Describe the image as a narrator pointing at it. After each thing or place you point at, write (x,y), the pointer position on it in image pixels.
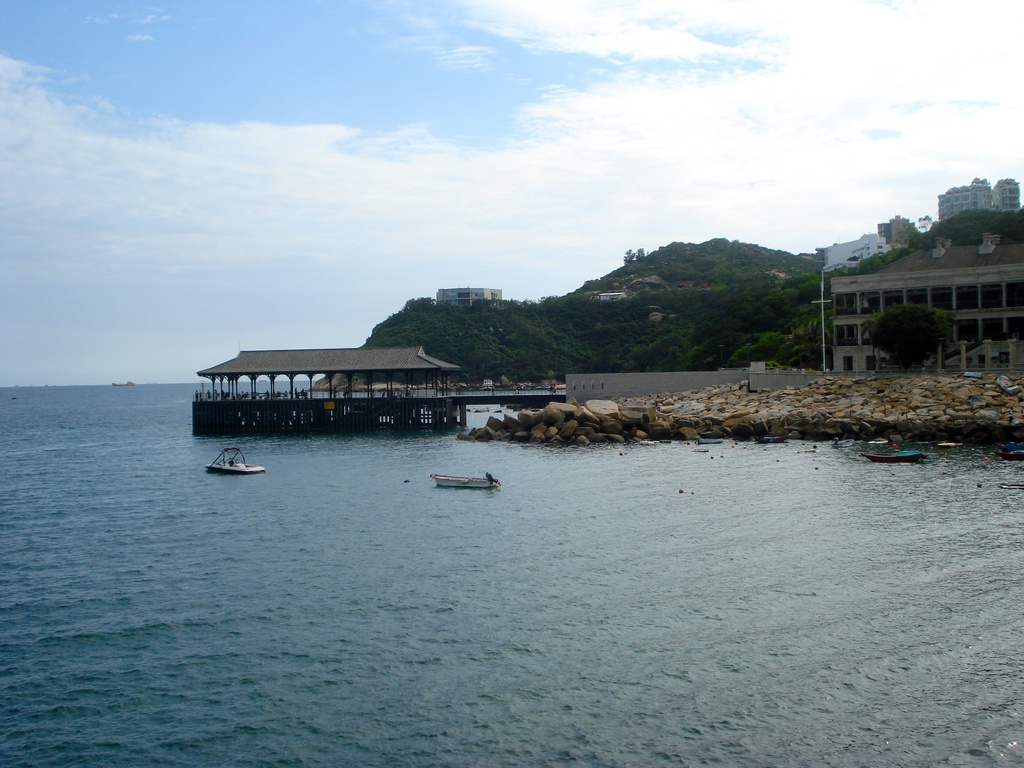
At the top of the image (356,86) we can see sky (359,117) with clouds (392,128), hills (482,336), buildings (483,291) and trees (697,272). In the middle of the image (659,417) we can see poles (259,424), rocks (818,397) and shed (397,378) in the water (103,492). At the bottom of the image (321,609) we can see boats (1013,484) floating on the water (387,525).
